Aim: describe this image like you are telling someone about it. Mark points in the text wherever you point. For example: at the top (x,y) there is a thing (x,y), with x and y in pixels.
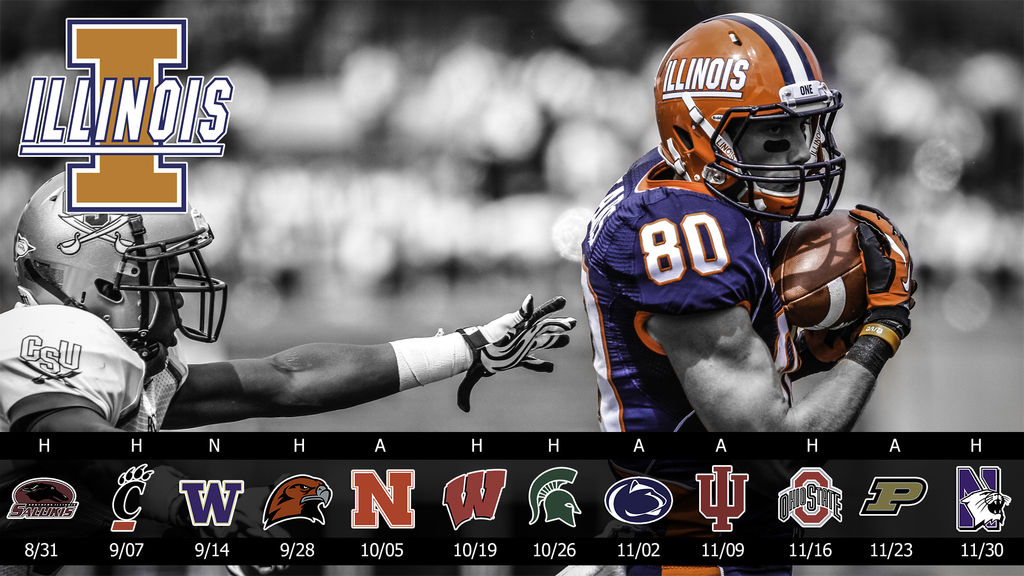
This is an edited image. On the right side of the image (726,237) there is a player (686,285) holding a ball (791,262) in his hand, the back of this person (670,298) there is another person (112,357) trying to catch him. In the foreground (74,503) there are some images (213,509) and some text (50,551).
